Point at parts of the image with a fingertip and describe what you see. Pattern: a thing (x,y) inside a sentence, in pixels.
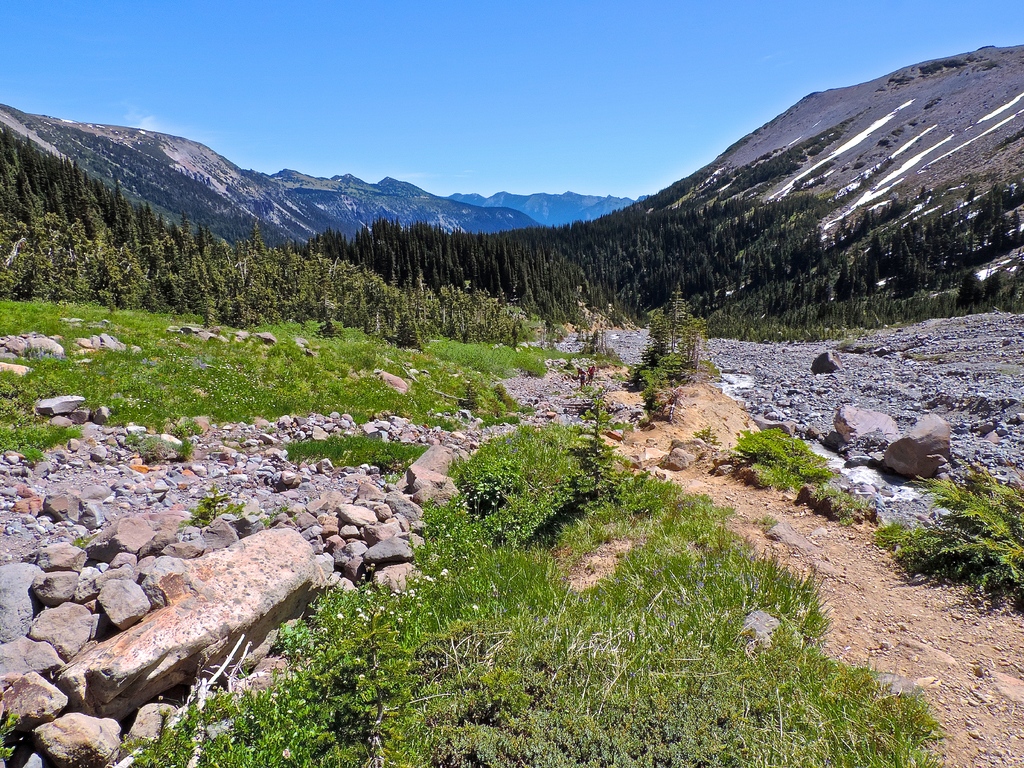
In this image, we can see so many trees (505,255), plants (421,642), grass (472,618), stones (885,387). Background (958,138) we can see mountains (347,174). Top of the image (443,82), there is a sky (492,117).
